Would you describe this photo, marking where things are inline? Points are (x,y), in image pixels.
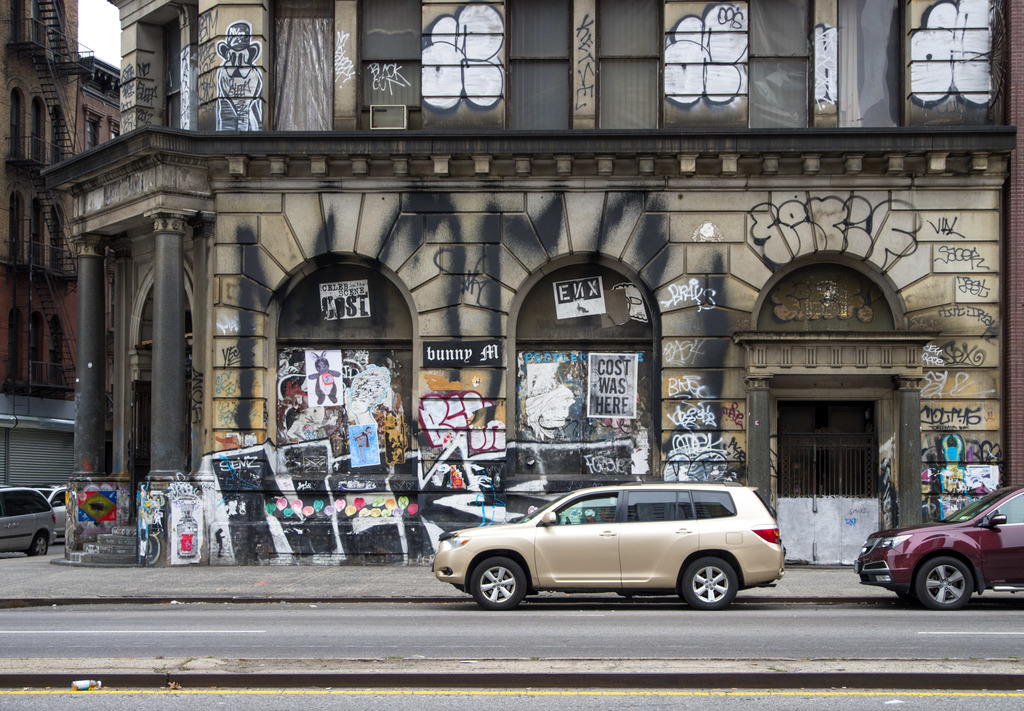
In this image we can see buildings (408,248) with graffiti (557,356) on them, grills (826,479), staircases (45,67), railings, sky (99,50) and motor vehicles (504,536) on the road (719,618).
